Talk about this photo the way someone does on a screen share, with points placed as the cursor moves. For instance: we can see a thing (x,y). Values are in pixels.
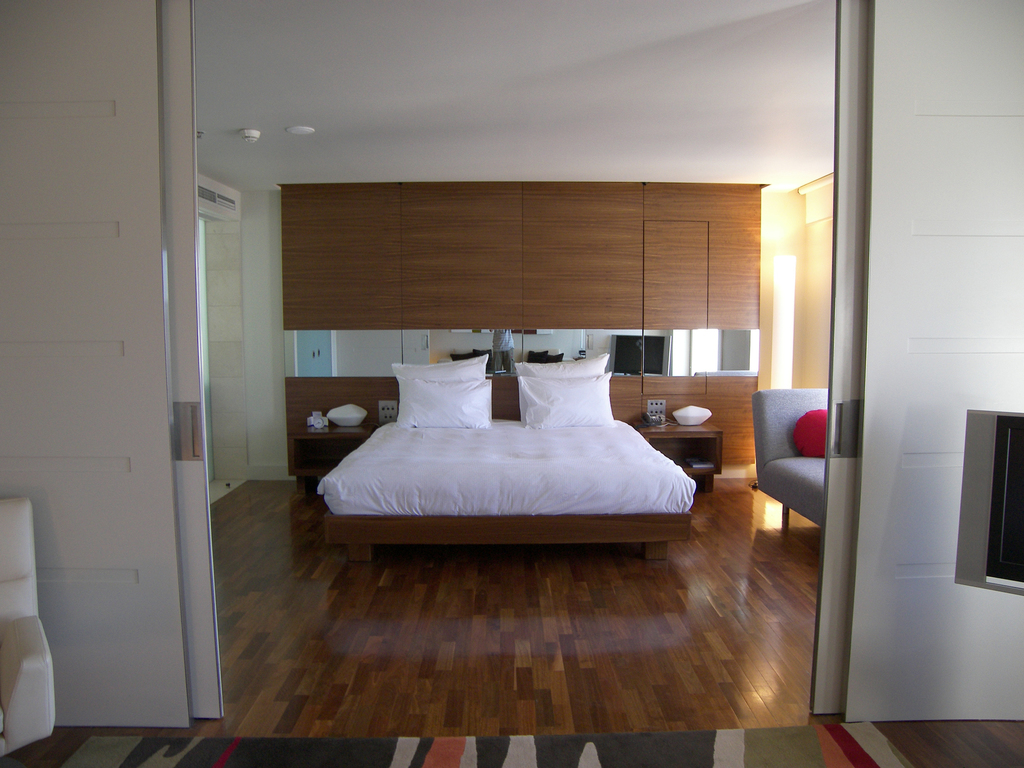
In the middle (565,454) it is a bed (518,471) which is in white color there are pillows (555,409) on it. At the top (650,110) it's a roof (666,123).
